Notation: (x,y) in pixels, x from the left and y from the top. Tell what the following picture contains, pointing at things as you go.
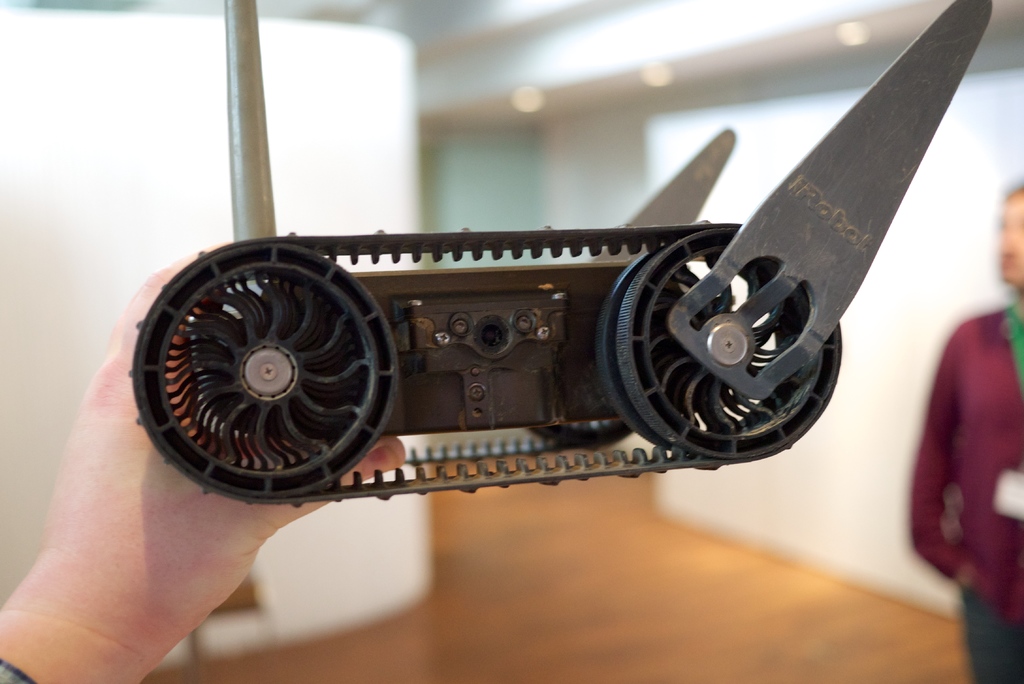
There is a part of a machine (346,357) and a person (180,492) is holding that. In the background (299,189) it is blurred and a person (921,474) is on the right side (963,427).
